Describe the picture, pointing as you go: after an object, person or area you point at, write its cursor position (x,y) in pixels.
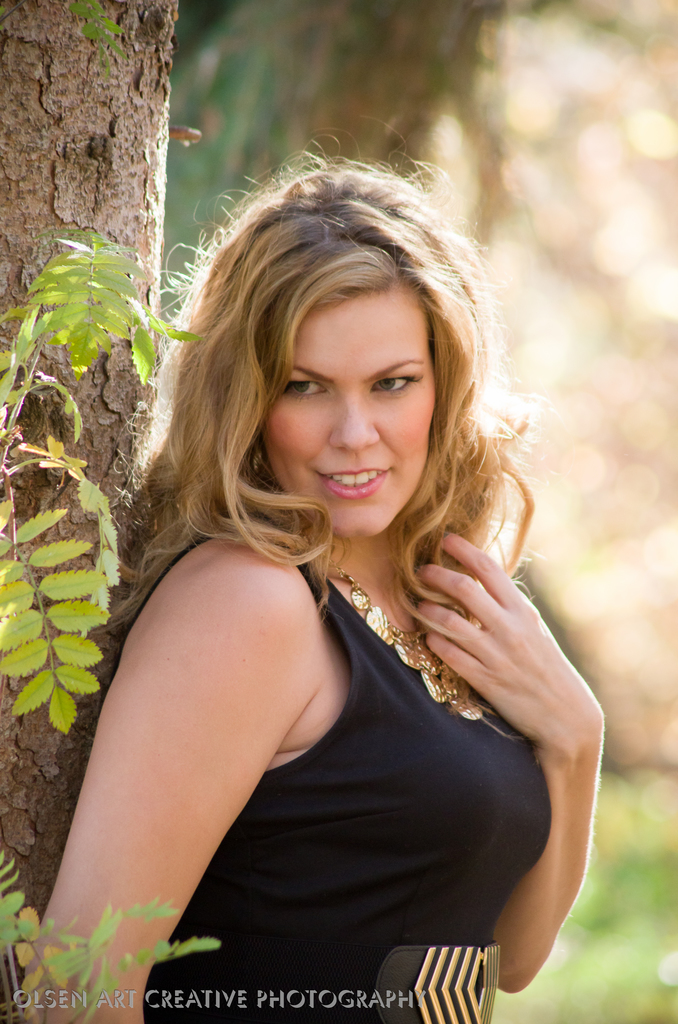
This image is taken outdoors. In this image the background (617,921) is a little blurred. On the left side of the image (65,565) there is a tree (56,395). In the middle of the image (323,425) a woman (242,883) is standing and she is with a smiling face (361,462).
